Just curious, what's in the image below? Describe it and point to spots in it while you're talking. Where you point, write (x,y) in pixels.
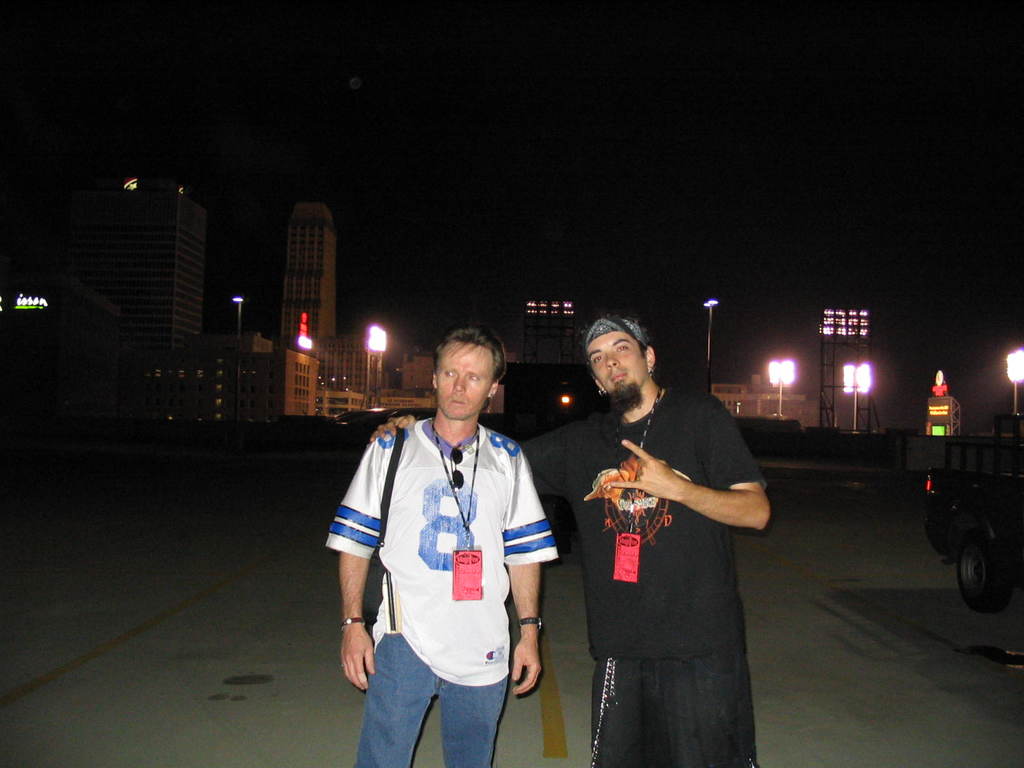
In this image we can see two men (495,616) standing on the road (547,653). We can also see a vehicle (945,557) beside them. On the backside (559,222) we can see a group of buildings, some lights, the metal frames (564,346), poles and the sky (569,249).
